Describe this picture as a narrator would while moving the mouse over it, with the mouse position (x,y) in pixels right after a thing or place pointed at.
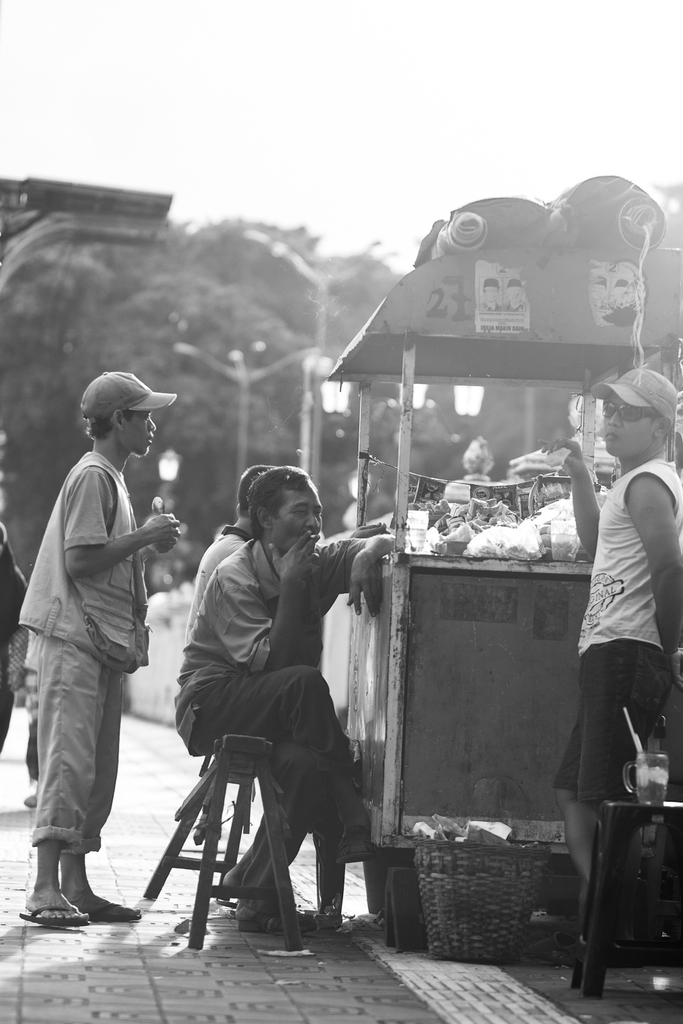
In this picture we can see the man (268,718) sitting on the wooden stool (246,788) and smoking. Beside there is a mobile food cart (452,736) and a boy (633,548) standing and looking straight. Behind we can see some trees (215,349).
